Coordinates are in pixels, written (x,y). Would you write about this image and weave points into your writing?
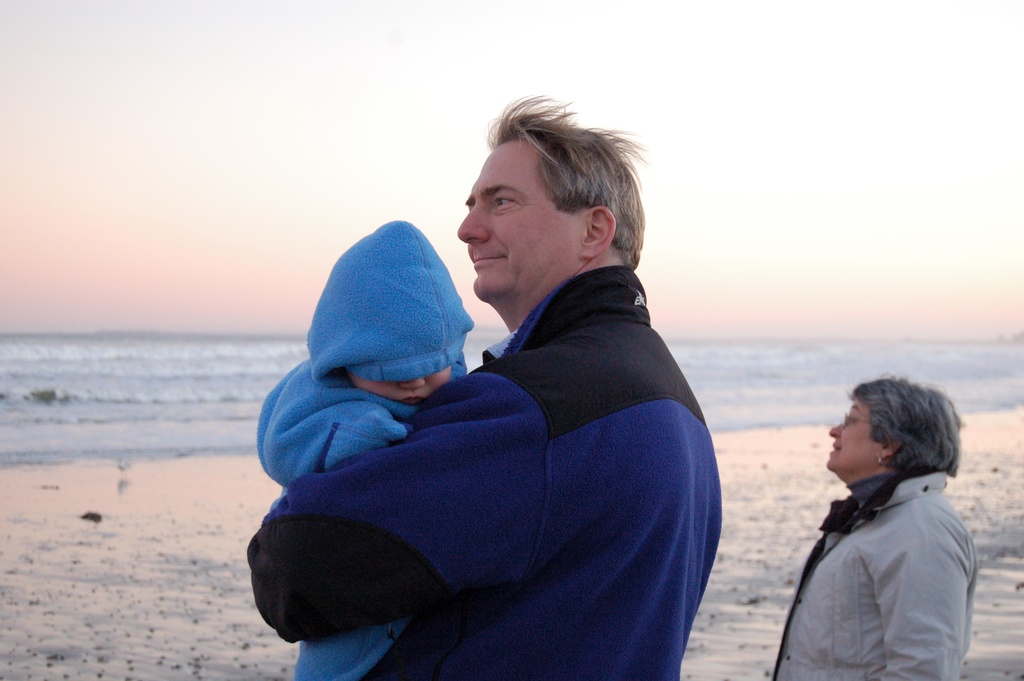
In the picture a man (584,419) and a woman (940,405) are standing on the ground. The man (507,472) is carrying a child (334,444). The child (332,430) is covered with blue color clothes (349,394). In the background (195,216) I can see the sky (184,239) and the water (177,382).
